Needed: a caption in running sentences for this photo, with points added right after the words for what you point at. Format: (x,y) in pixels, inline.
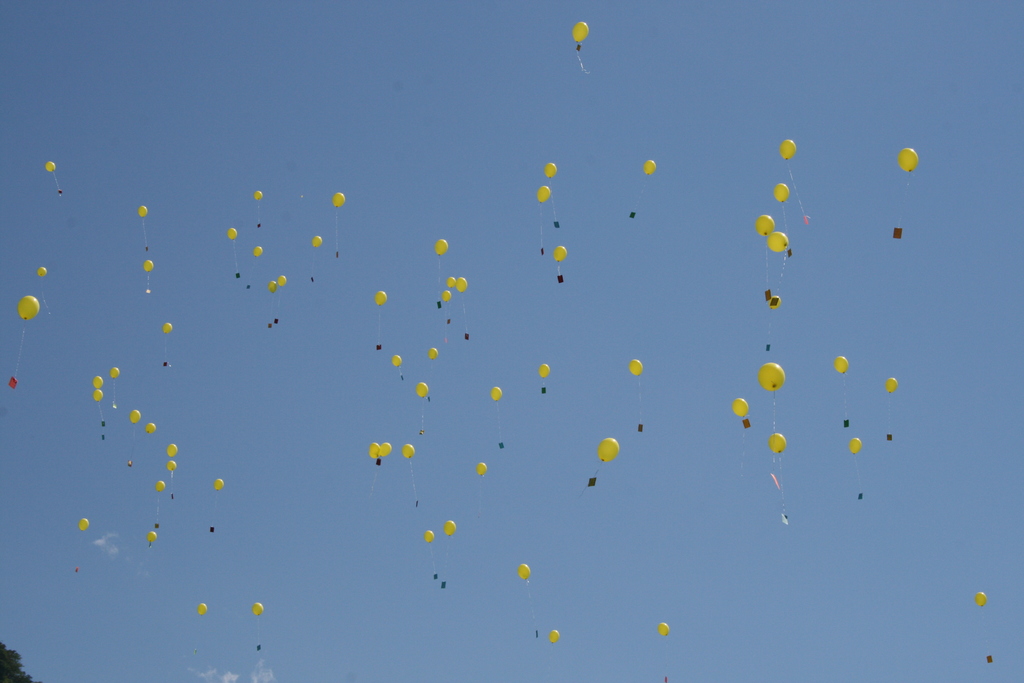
Here I can see few yellow color balloons (114,369) flying in the air (260,298). In the background (493,91), I can see the sky (545,156) in blue color. In the bottom left-hand corner (16,665) few leaves (17,665) are visible.
